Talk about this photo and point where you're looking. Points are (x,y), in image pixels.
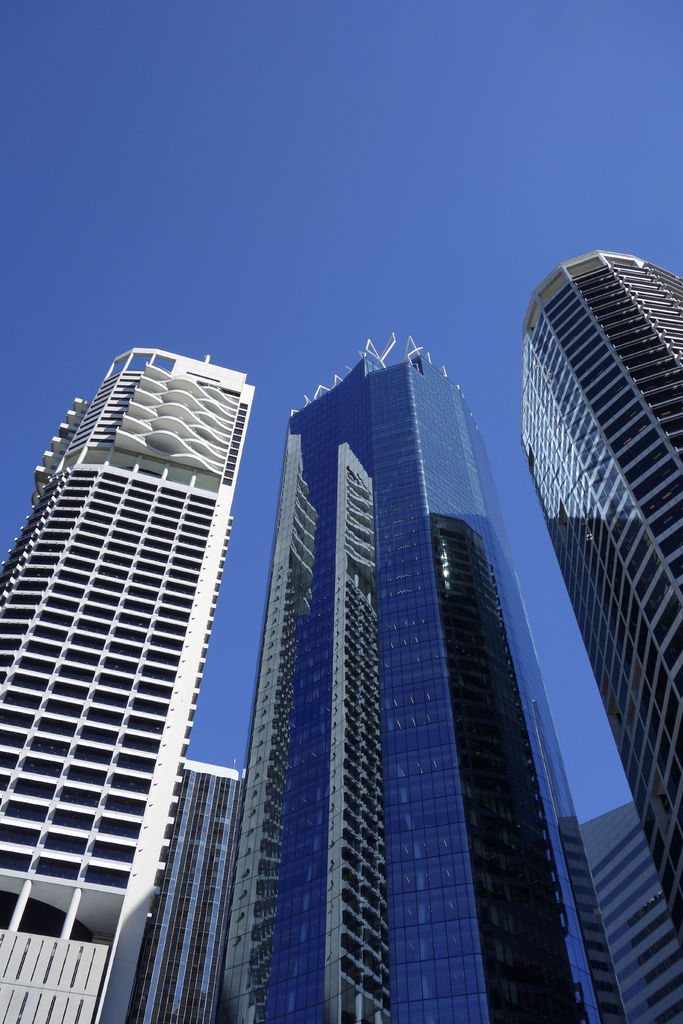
In this image there are buildings (477,751) and the sky (386,138).
